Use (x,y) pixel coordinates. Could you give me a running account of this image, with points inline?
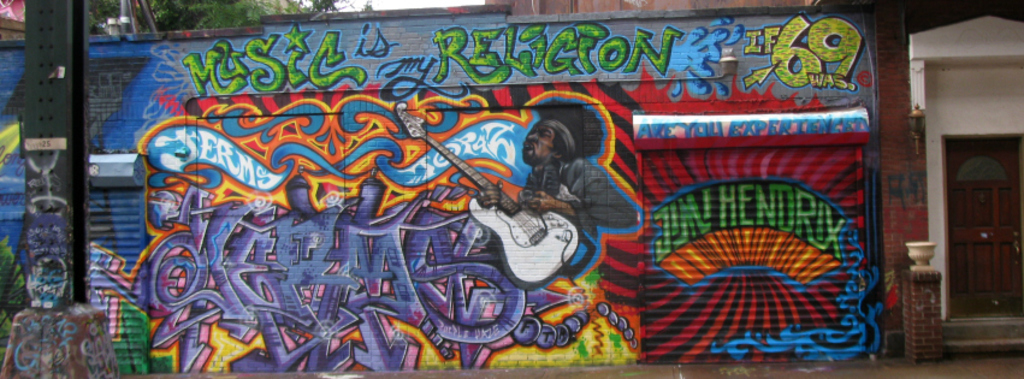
This is an outside view. In the middle of the image (395,218) there is a wall (304,87) on which I can see the graffiti (457,162). On the left side (44,217) there is a pole (78,130). On the right side (955,212) I can see a building (1003,63). At the top (225,9) there are few trees (219,9).
